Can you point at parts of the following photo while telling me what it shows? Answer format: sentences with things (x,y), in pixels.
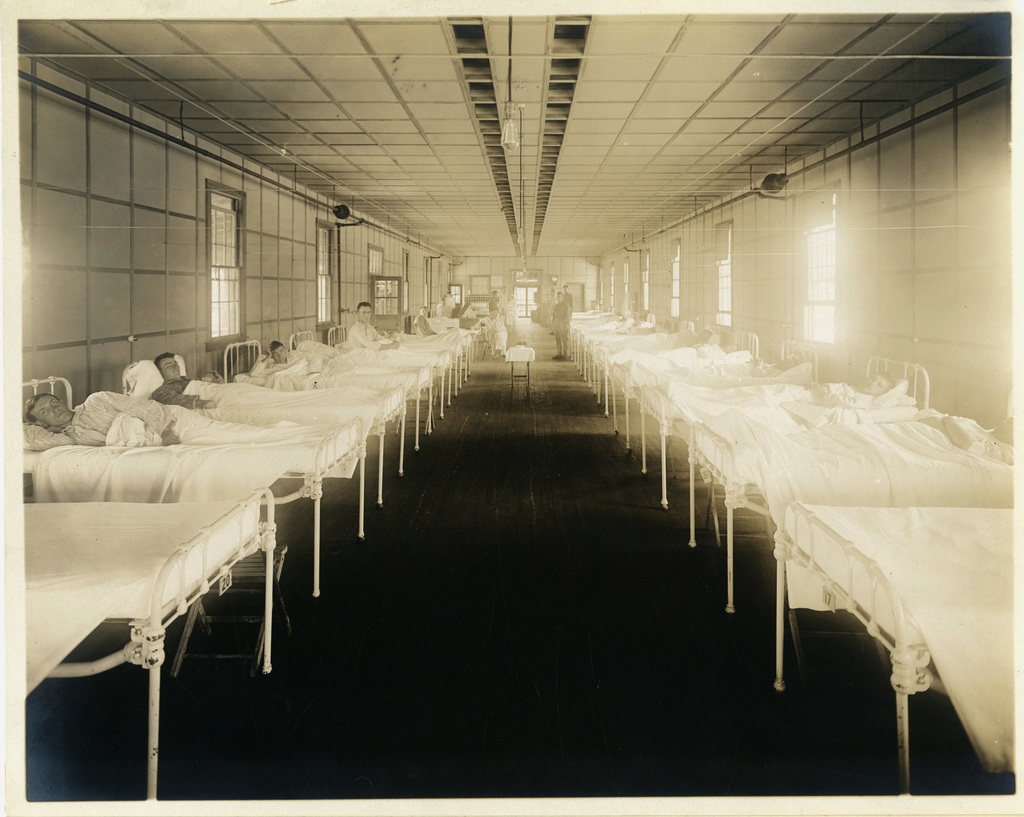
In the picture we can see a huge hall (654,752) with many beds (785,509) in two rows near to the walls (953,192) and into the wall (95,276) we can see the windows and on the beds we can see people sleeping with white bed sheets (911,478) and to the ceiling (485,213) we can see some lights (521,242).
